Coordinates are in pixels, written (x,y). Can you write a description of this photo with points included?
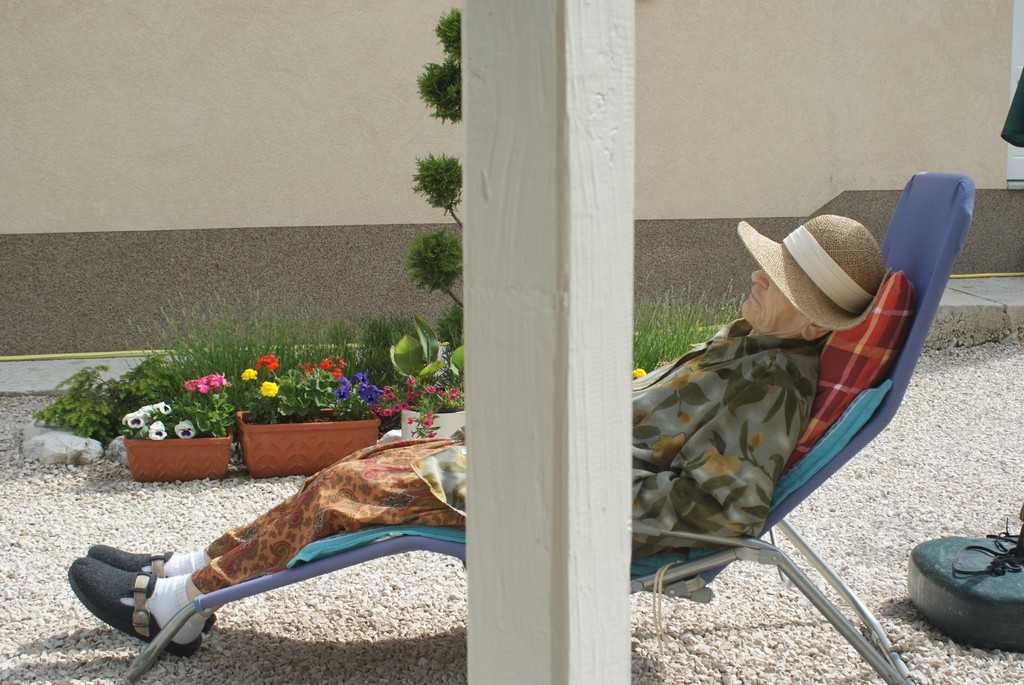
In this picture there is an old person (446,507), he is sleeping on the lounge chair (961,224) and there is a pillar (473,684) in the center of the image (520,232) and there are plants (639,346) in the background area of the image (448,46).
